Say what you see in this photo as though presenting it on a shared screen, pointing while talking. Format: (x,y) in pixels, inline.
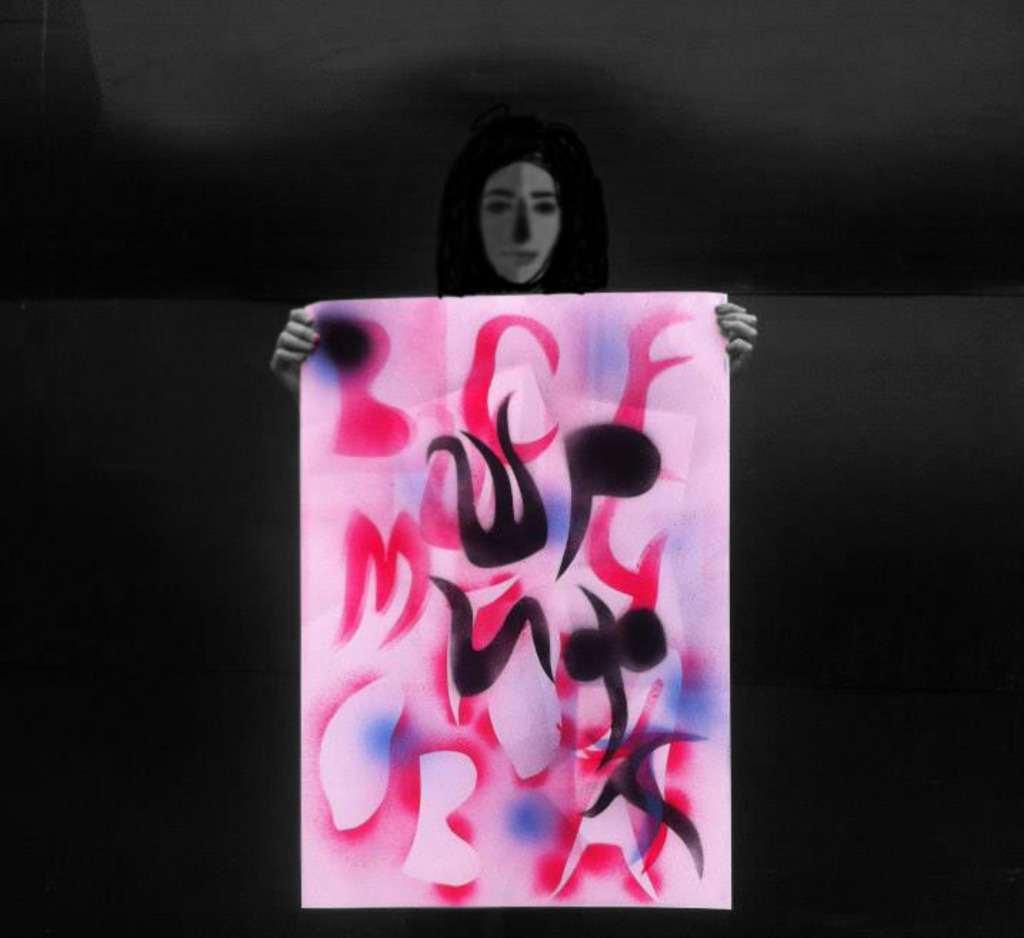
In this picture we can see a person (557,290) holding a poster (726,508) with hands (292,348) and in the background (66,444) it is dark.
